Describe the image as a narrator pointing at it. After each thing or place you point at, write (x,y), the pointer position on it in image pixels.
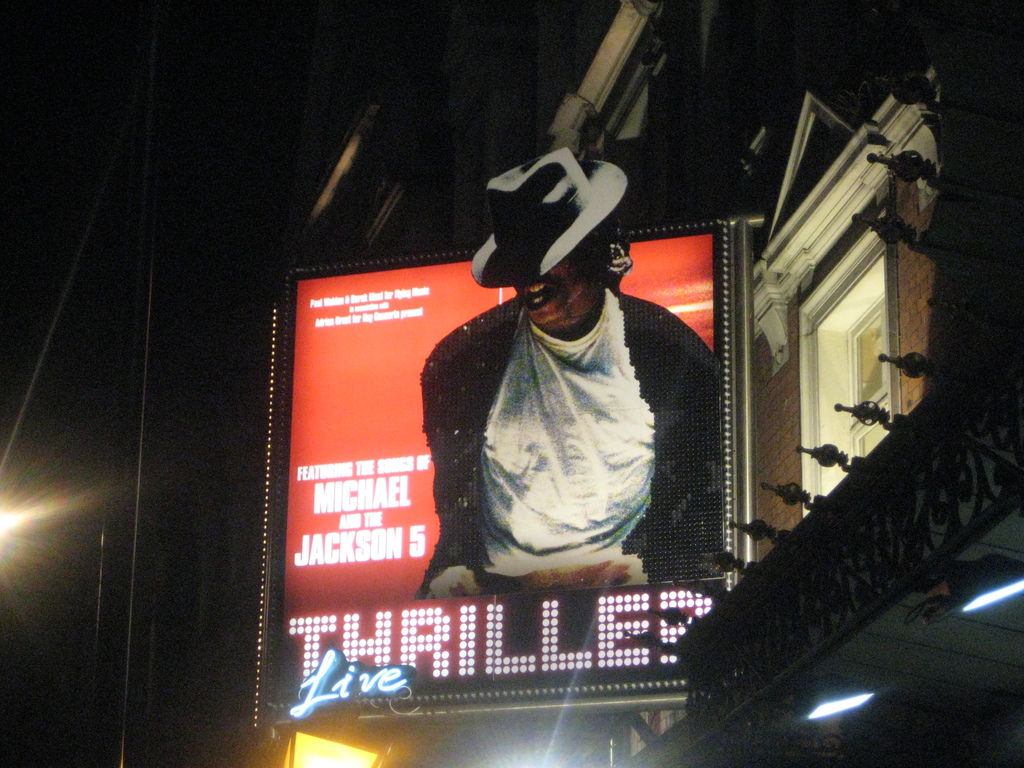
In this image we can see a board (516,394) with text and an image (555,327) of a person (533,442) to the building (847,454), there are lights (323,748) to the building (884,637).
